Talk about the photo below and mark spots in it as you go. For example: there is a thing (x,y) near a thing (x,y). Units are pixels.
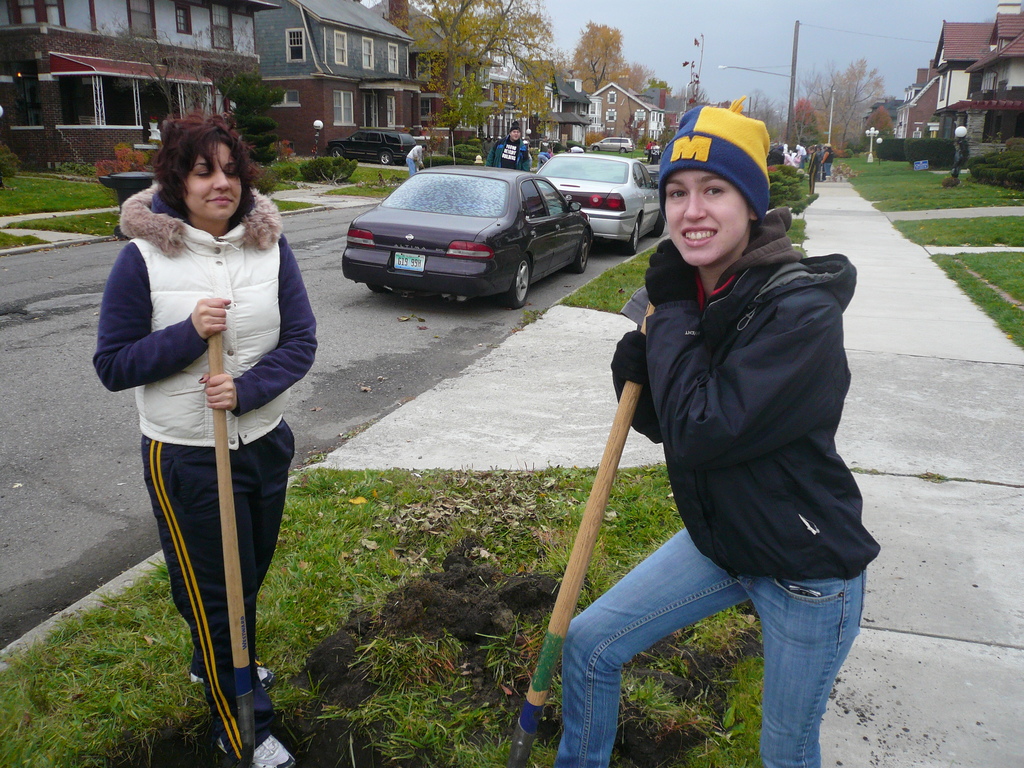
In this image we can see two women (672,430) are standing and holding shovels (592,548) in their hand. One woman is wearing black jacket (772,444) with jeans (734,585) and the other one is wearing white jacket (205,363) and track (211,571). Behind them cars (507,238) are present on the road (380,356). To the both sides of the image buildings (921,102), trees (802,104) and poles (792,80) are there. In front of the buildings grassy lands (977,241) are present.
